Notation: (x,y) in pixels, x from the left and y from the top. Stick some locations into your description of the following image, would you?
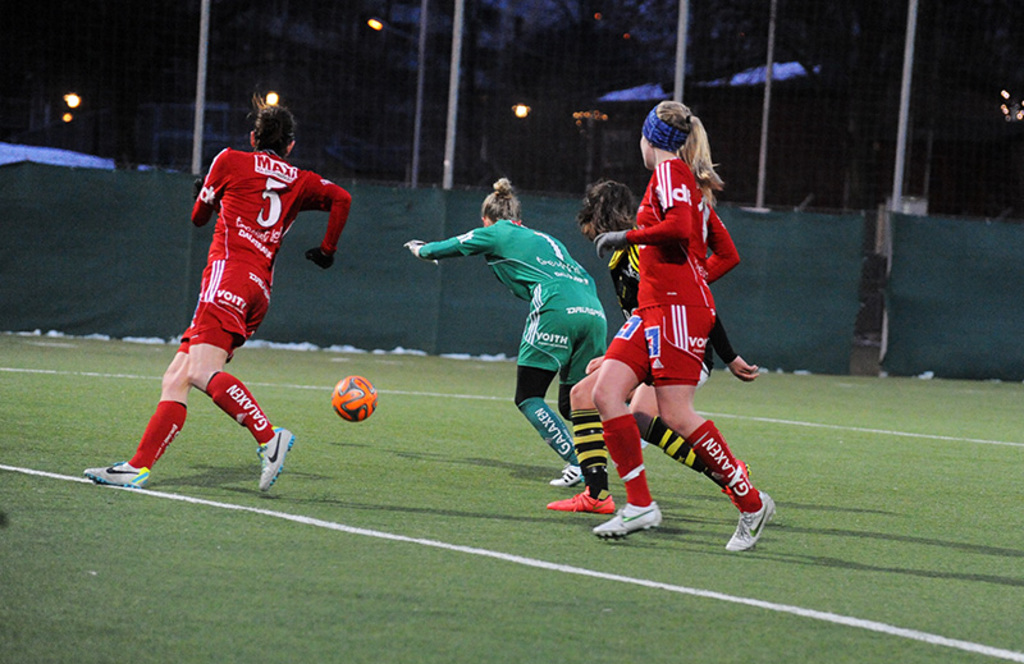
In this picture there is a woman (511,250) who is wearing green dress (563,365) and white shoe (552,484). He is running to hit a football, beside her there is another woman (636,274) who is wearing black dress (631,258) and red shoe (591,510). On the left (159,408) there is a woman (263,188) who is wearing red dress (237,289) and white shoe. He is also running to hit a football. In the back (531,39) i can see the building (585,164), poles (760,164), fencing (874,121) and cloth (278,256). At the bottom (451,593) i can see the grass (533,625).
